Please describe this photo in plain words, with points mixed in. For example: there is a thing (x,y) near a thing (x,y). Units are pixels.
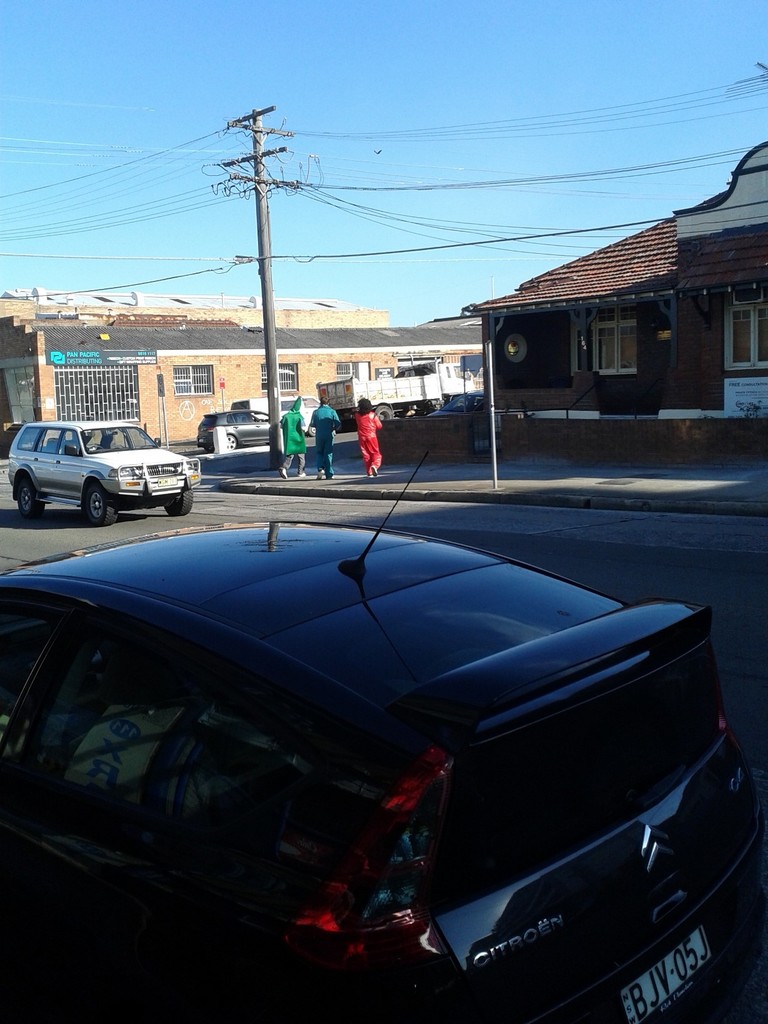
In this image there are vehicles (254,523) on the road (48,522). There are people (373,463) walking on the sidewalk (258,469). There is a current pole (275,401). In the background of the image (552,307) there are buildings (608,292) and sky (553,44).
